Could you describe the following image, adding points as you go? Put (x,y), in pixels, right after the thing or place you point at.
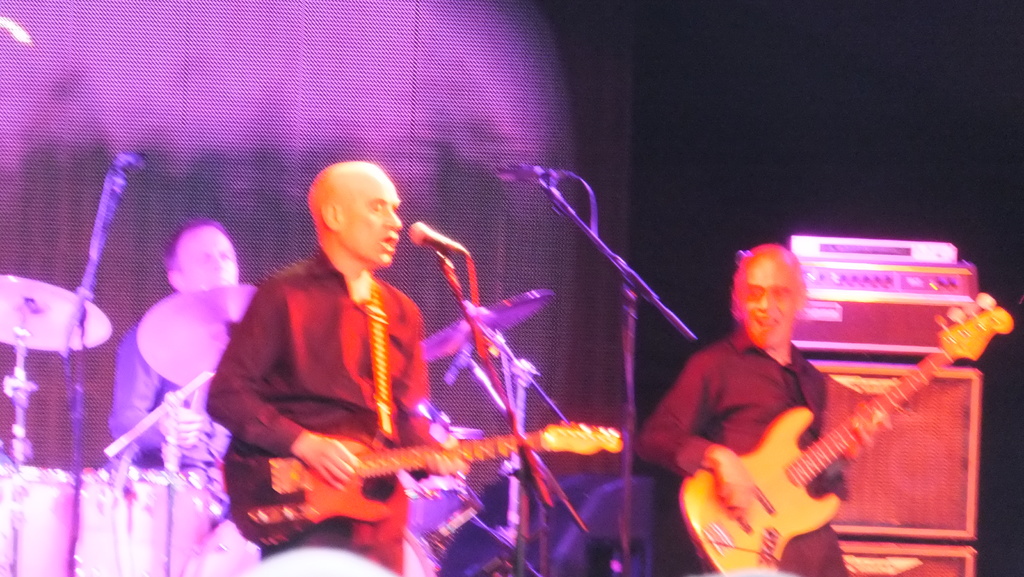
There are two persons (673,386) holding guitars (320,474) and playing, singing and standing on a stage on which, there is another person (202,237) playing drums (134,488) and there are speakers (910,514). In the background (407,102), there is a screen (509,194). And the background (816,53) is dark in color.
